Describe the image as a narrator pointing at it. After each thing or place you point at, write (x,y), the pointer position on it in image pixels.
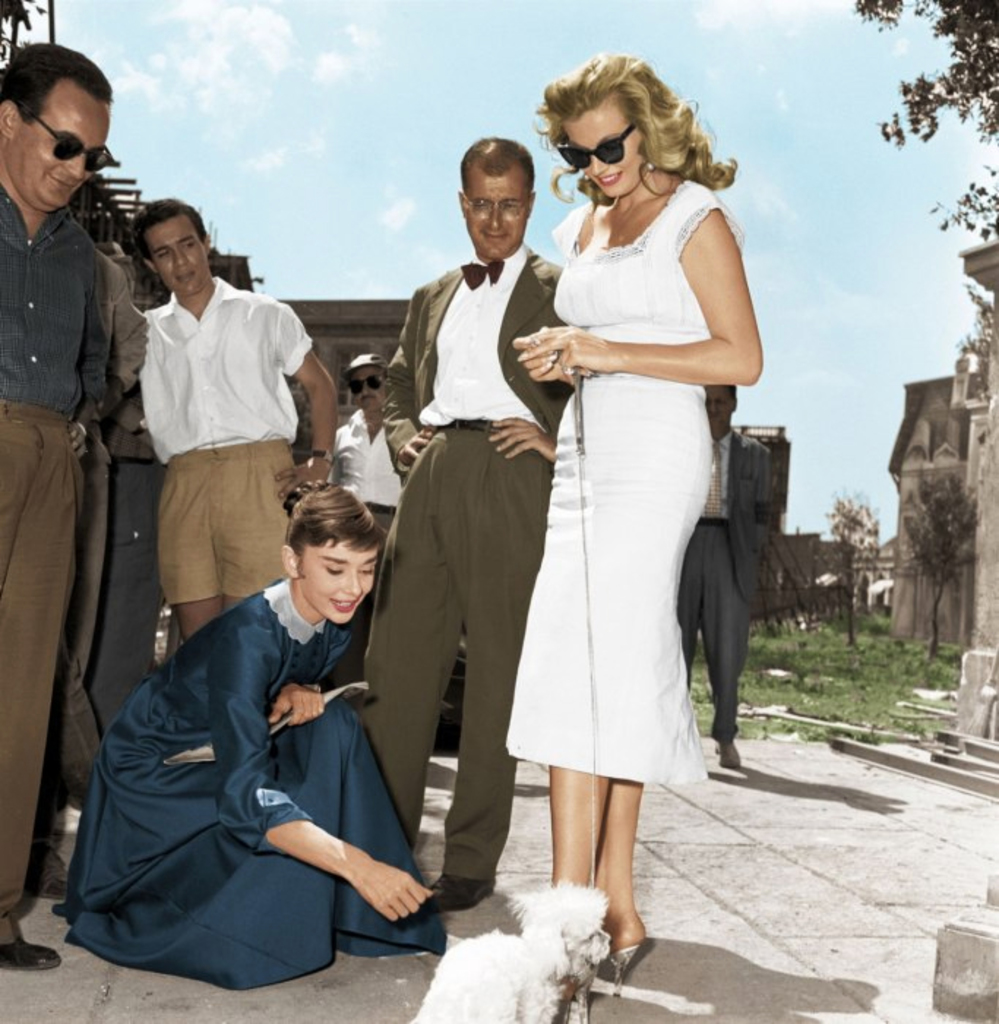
In this picture we can see a group of people (484,645) and an animal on the ground (771,806) and in the background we can see buildings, trees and the sky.
